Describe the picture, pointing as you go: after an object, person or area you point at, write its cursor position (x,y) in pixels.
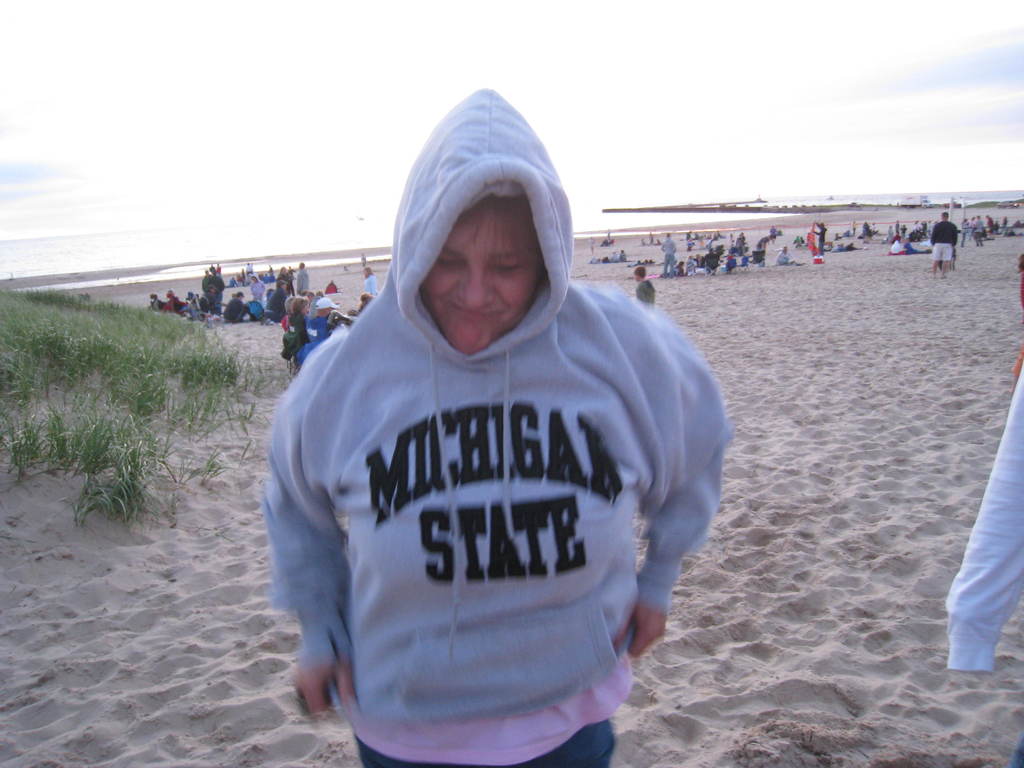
In the center of the image (499,296) there is a person (504,328) standing on the sand (871,365). In the background (672,304) there are persons (204,298), water (300,247), plants (84,372) and sand (879,317).
